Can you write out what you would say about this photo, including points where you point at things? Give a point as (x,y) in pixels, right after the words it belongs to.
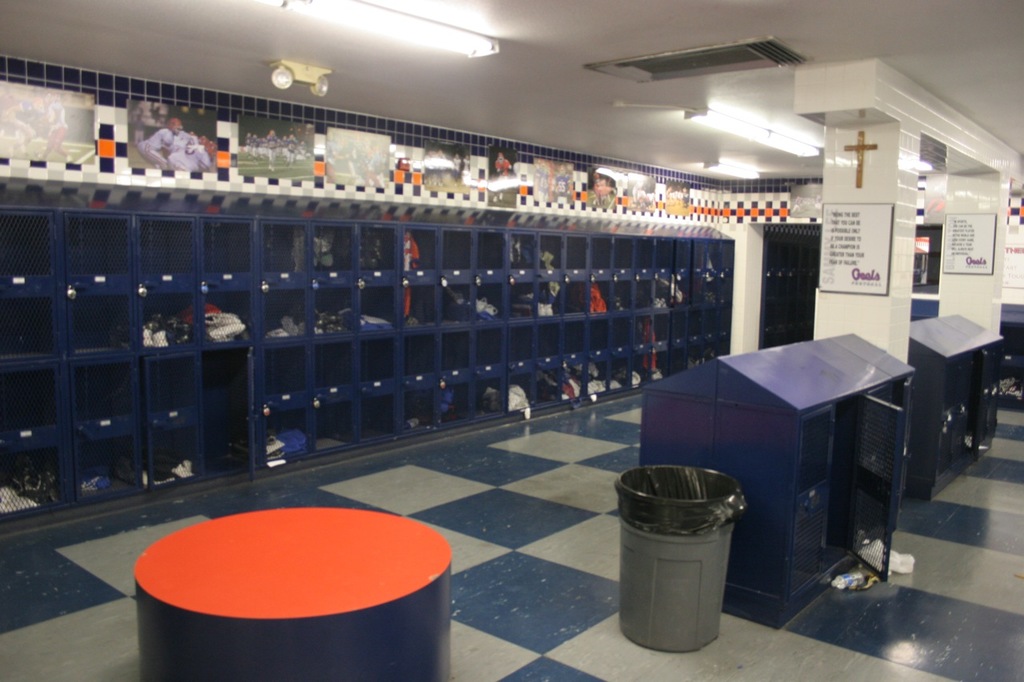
In this image we can see few objects (293,321) in the lockers (457,329). There are few objects (907,564) on the ground (493,495). There are few posters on the wall (875,197). There is a dustbin (727,516) in the image. There is an object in the image. There are few lights (404,22) in the image. There are few cupboards (882,448) in the image.
